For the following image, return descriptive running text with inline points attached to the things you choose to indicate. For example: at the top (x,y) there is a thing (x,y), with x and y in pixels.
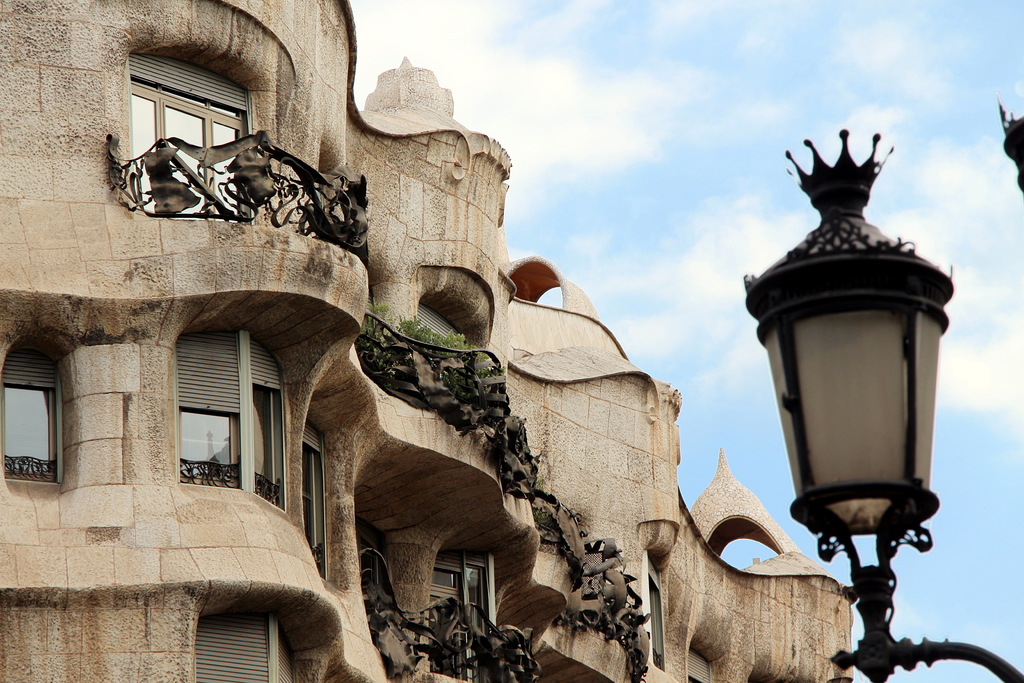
In this image we can see a building (393,406) with windows (434,329), the railing (295,193) and some plants (434,342). On the right side (919,366) we can see a street lamp (800,416) and the sky (749,178) which looks cloudy.
